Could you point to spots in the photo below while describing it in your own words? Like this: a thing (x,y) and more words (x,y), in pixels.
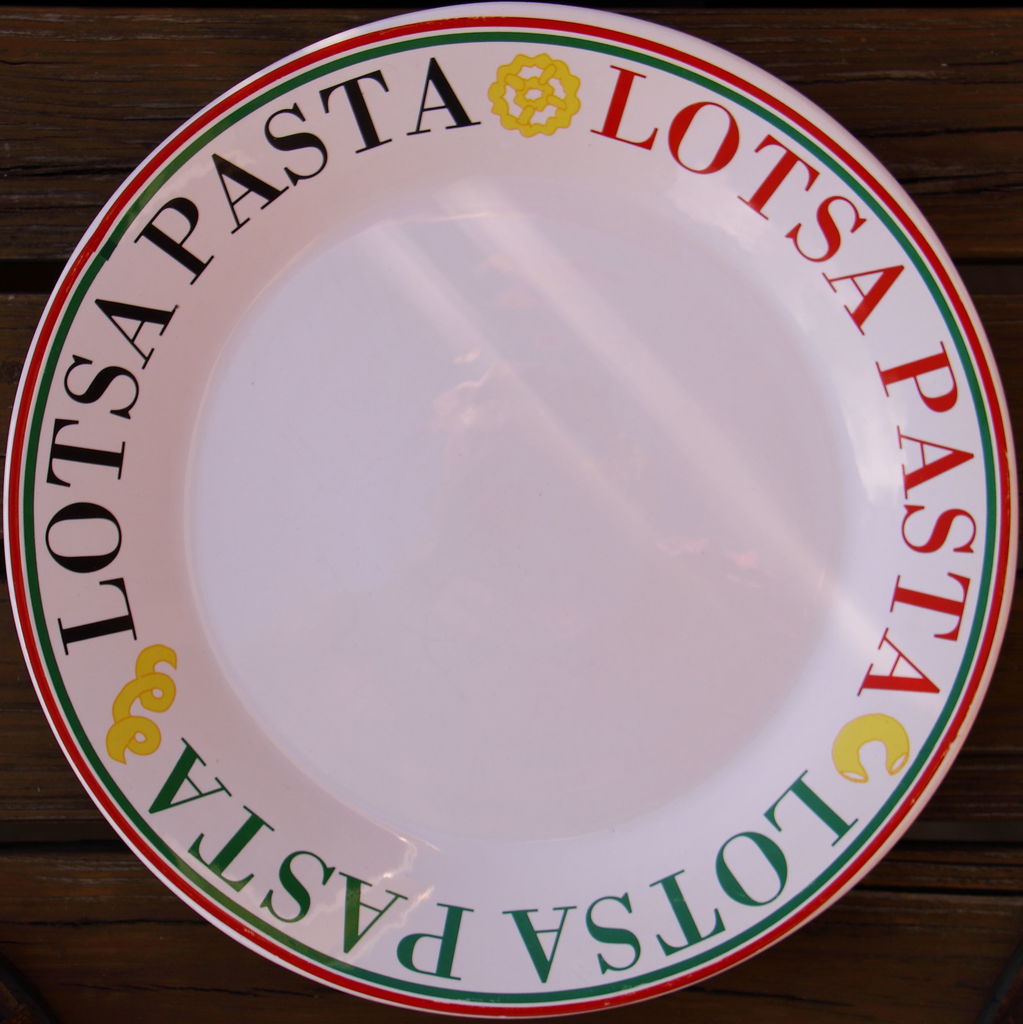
In this image we can see the white color plate (393,102) where in the edges we can see some text (284,138) which is placed on the wooden surface (524,1020).
